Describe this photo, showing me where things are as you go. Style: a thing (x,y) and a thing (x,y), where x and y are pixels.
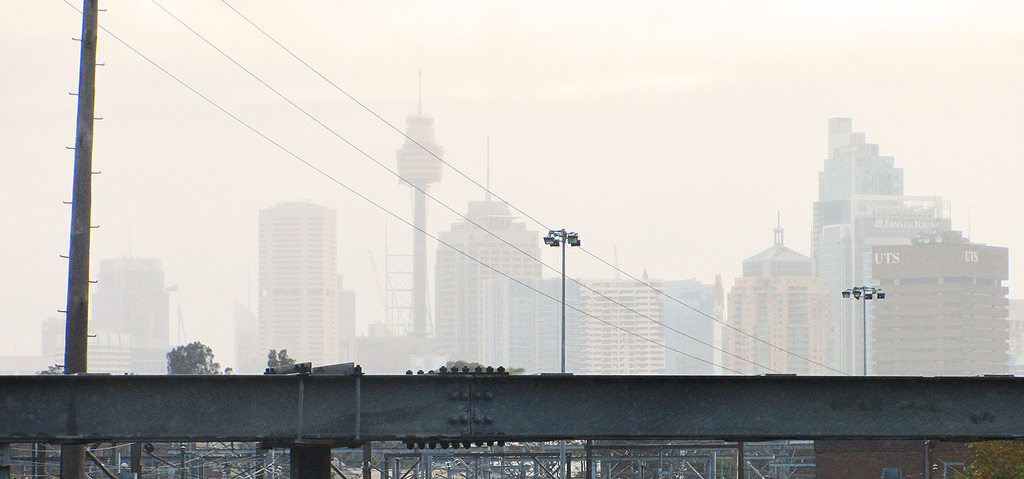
In this image I can see few buildings (485,251), light poles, pole (81,229), wires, fencing (450,452) and trees (199,355). The sky (223,320) is in white color.
